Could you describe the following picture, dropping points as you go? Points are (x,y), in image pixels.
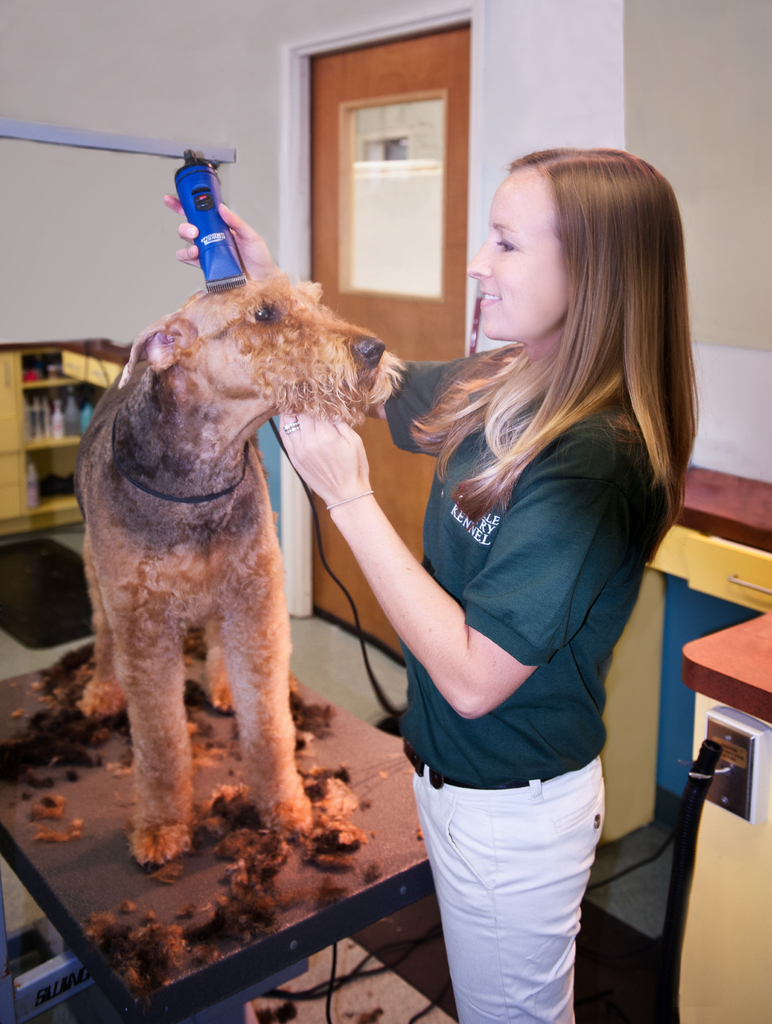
Here we can see a woman (519,348) is standing on the floor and holding a dog (296,350) in her hand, it is on the table (74,795), and at back (400,171) there is a door (423,198), and here is the wall (84,125).
